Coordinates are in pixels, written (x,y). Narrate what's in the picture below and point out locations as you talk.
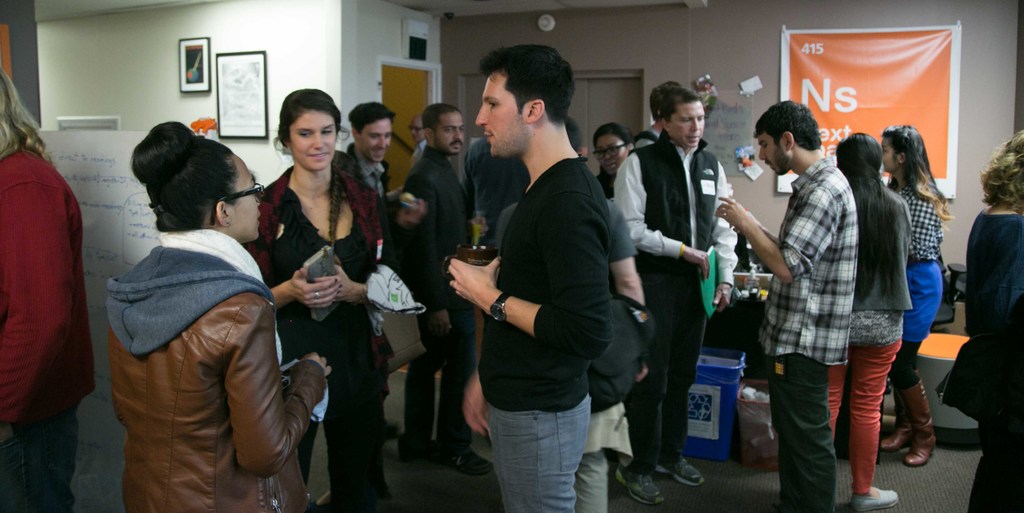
In this image, there are group of people (841,222) wearing clothes (293,253) and standing in front of the wall (637,66). There is a banner (851,78) in the top right of the image (896,99). There is a basket (708,405) at the bottom of the image (713,437). There is a photo frame (195,91) in the top left of the image (192,79). There is a board (131,215) on the left side of the image (135,210).
